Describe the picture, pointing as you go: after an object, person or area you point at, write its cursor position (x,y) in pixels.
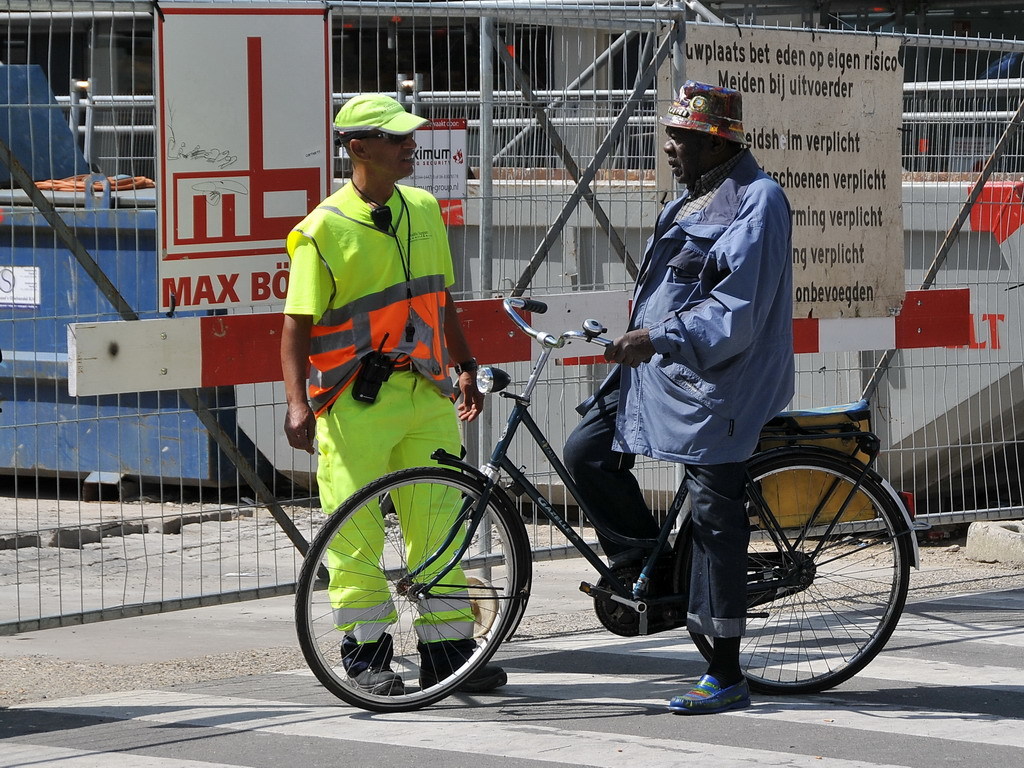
This picture shows a two men (645,502) standing on the road (640,661). One of the man (708,266) is on the bicycle (677,502) wearing a hat (691,128). In the background (216,86) there is a fence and a board (227,145) here.
